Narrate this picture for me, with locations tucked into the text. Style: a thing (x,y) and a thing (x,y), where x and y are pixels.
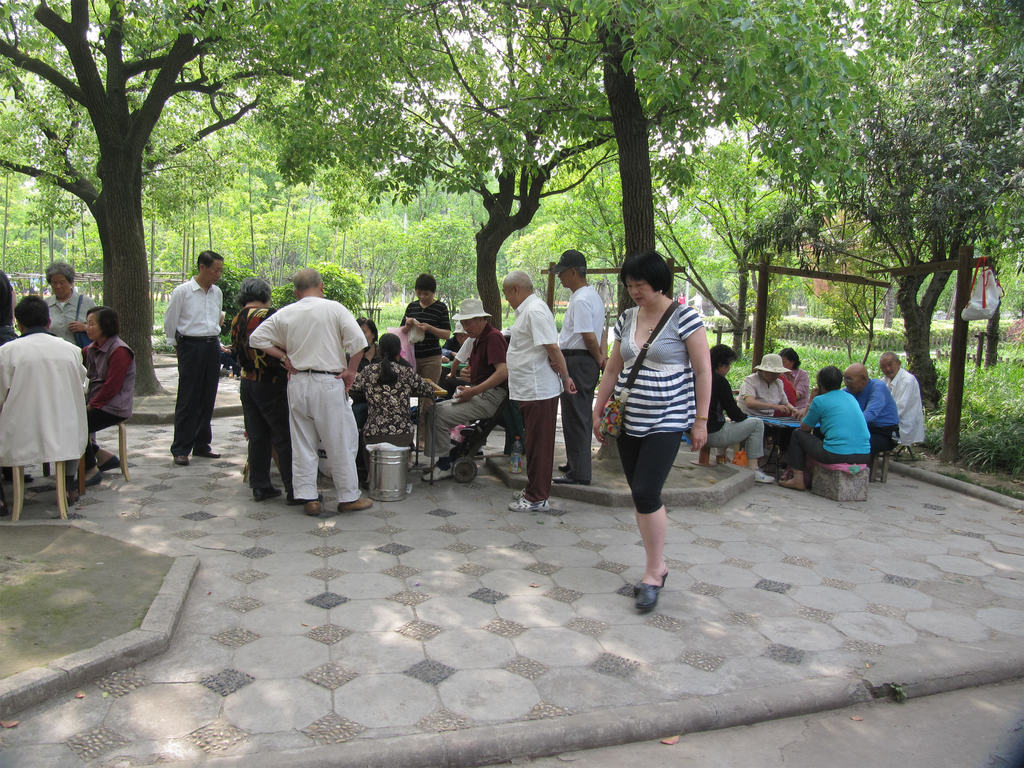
In this picture there are people (828,386), among them few people (415,387) sitting and we can see chairs (20,487) and tables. We can see plants (859,351), trees (588,79), bag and wooden poles (766,298). In the background of the image (402,89) we can see the sky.
